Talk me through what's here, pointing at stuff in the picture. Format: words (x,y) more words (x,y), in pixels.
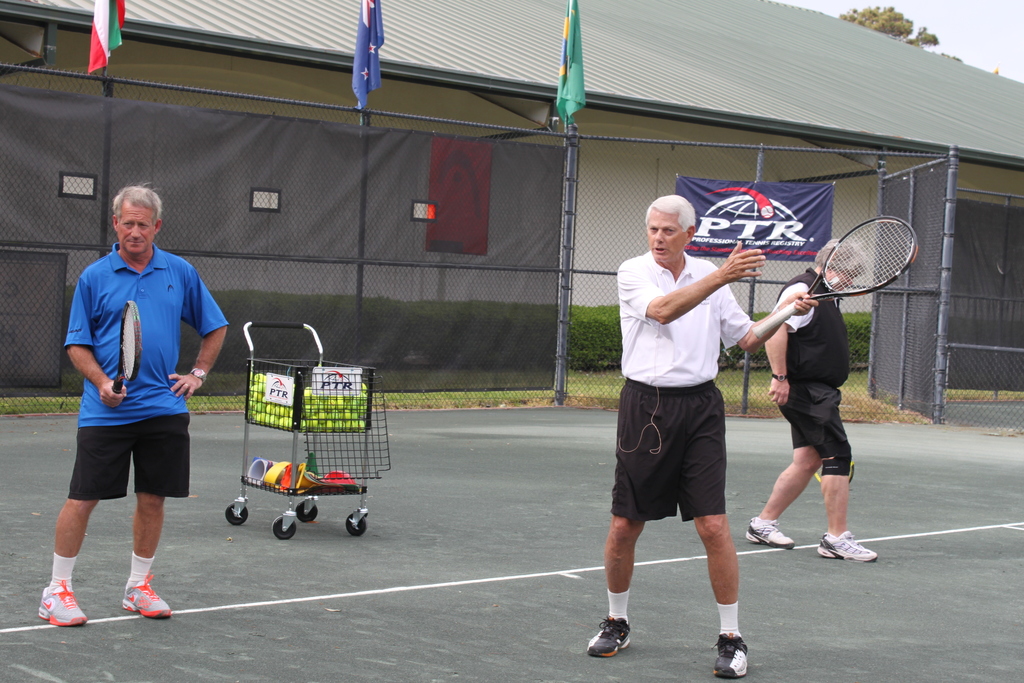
This image consists of three persons (92,483). They are playing tennis. In the middle (352,428), we can see a trolley (270,401) in which there are balls (289,415). In the background (431,213), there is a fencing (340,175) along with the flags (573,101). And we can see a shed (390,65). At the top (946,28), there is a tree (886,21) along with sky (964,39). In the background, there are small plants (434,387).
